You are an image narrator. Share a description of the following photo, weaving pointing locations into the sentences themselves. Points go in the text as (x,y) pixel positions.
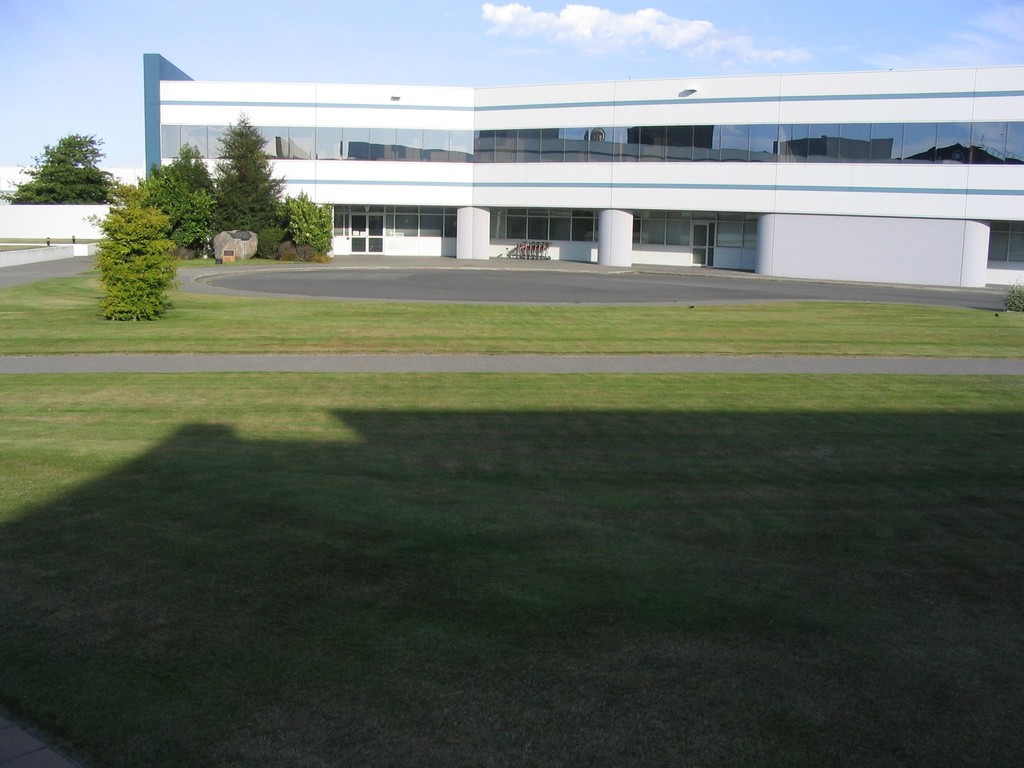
In the foreground of the picture (421,554) there is grass (194,475). In the center of the picture (473,357) there are trees (301,230), grass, windows (1001,246), wall (57,223), road (315,284) and a building (567,111). It is sunny.
